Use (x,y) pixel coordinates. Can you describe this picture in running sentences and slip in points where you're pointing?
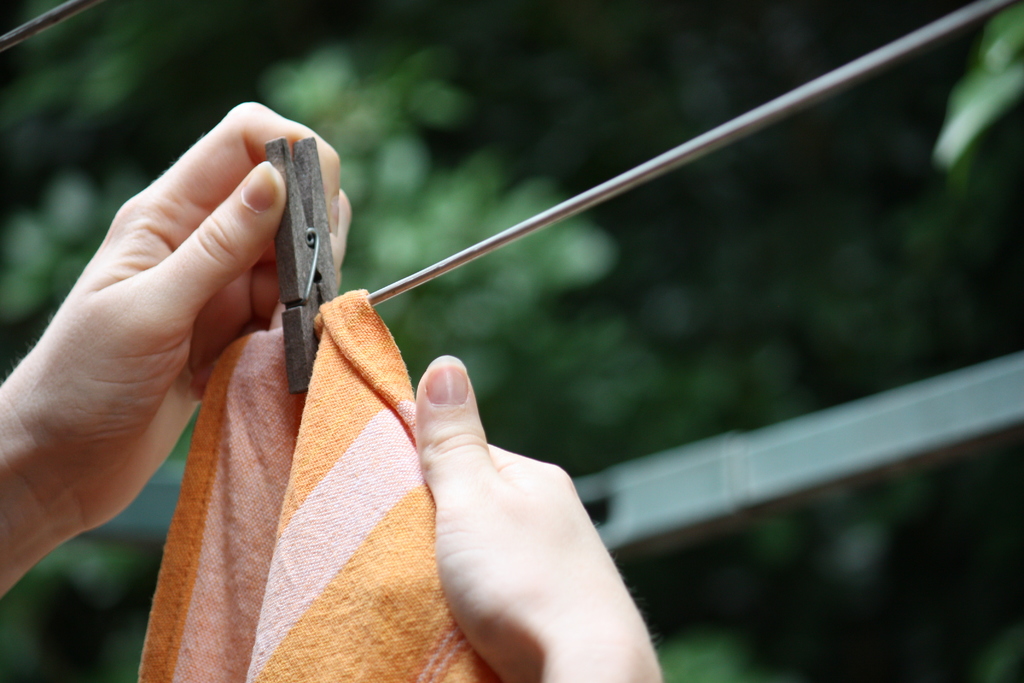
Here I can see a person's hands (210,300) holding a clip (296,249) which is attached to a cloth (271,439) and this cloth (326,403) is placed on the rope (500,239). In the background (481,146) few leaves (461,101) are visible.
